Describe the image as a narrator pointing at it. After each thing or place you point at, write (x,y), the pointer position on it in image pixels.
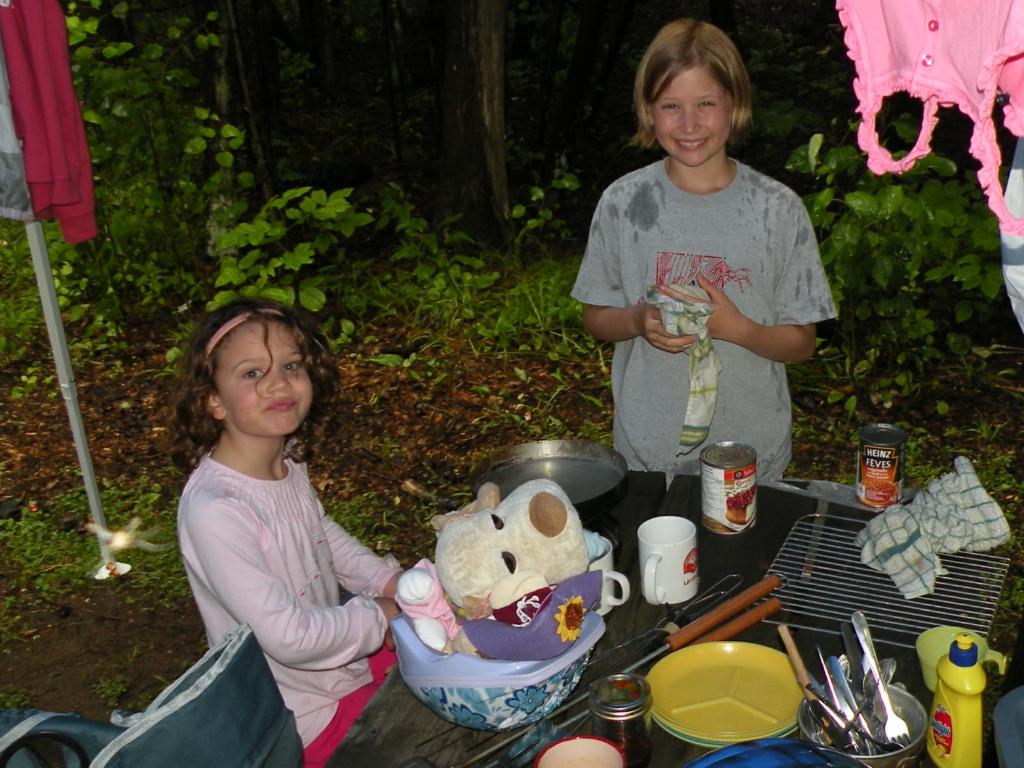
In this image we can see two people (717,59) smiling, before them there is a table (490,744) and we can see vessels (543,756), soft toys (561,603), tins (716,527), mug (673,518), plates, spoons (876,702) and bottles (940,712) placed on the table (902,654). We can see a cloth (902,569) and a tray (852,574). At the top (924,95) there are clothes (971,20). In the background (136,145) there are trees (373,175).
